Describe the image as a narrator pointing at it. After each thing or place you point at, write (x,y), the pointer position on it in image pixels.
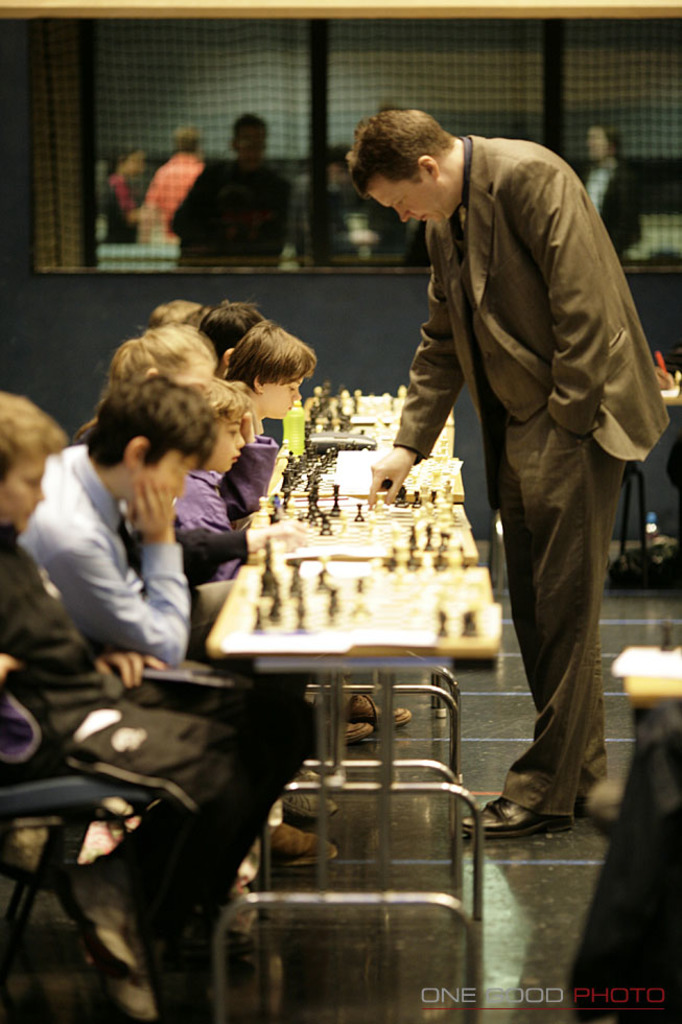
In this image there are group of people (208,456) sitting in chair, and in table (297,437) there are chess boards (334,523), chess coins (324,469), there is a man (571,728) standing near the table (283,483) and in back ground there are group of people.
